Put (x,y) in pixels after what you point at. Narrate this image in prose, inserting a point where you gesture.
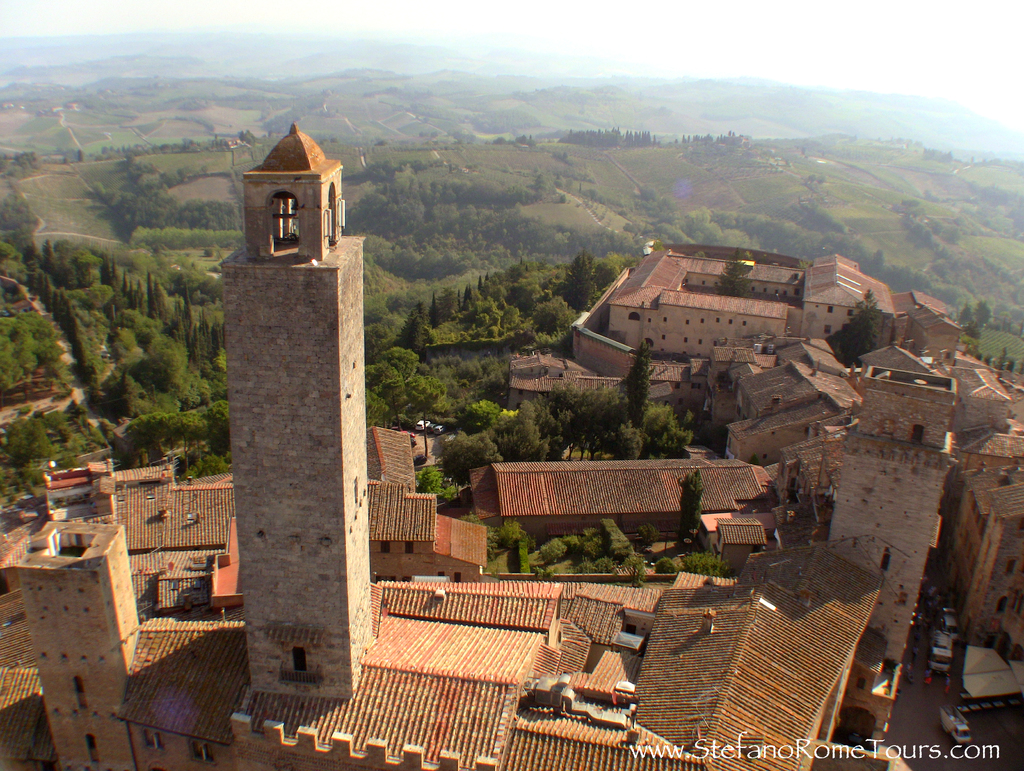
In this image we can see buildings (738,348), motor vehicles (961,720) on the road (962,654), trees (650,535), hills (185,132) and sky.
